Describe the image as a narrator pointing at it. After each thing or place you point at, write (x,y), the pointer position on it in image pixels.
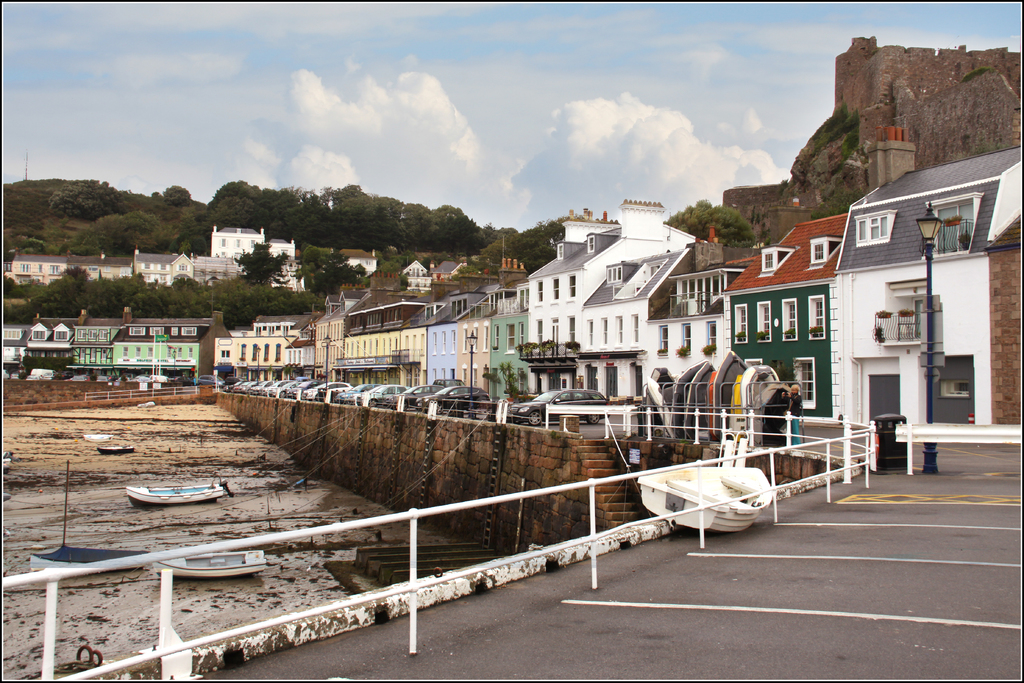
In this picture we can see few boats (120,554), cars (284,380), metal rods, buildings (914,381) and trees (251,254), in the right side of the given image we can see a person (791,412) is standing near to the boat (765,410), in the background (573,145) we can find hills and clouds (544,150).
